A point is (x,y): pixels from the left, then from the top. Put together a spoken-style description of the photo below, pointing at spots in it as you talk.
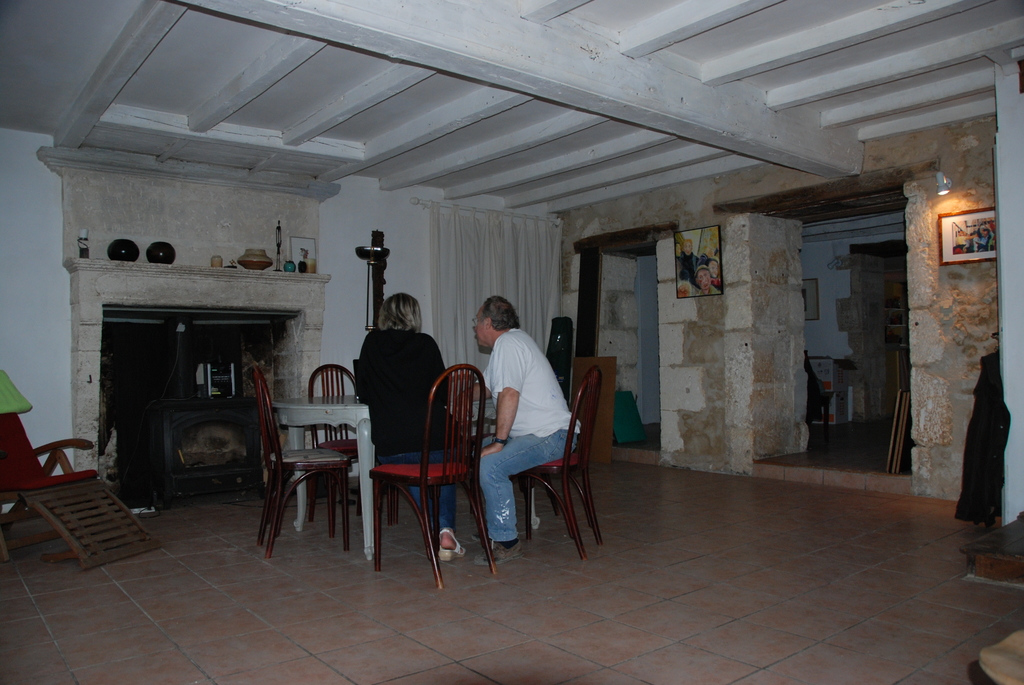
In the image we can see there are two people (421,409) who are sitting on chair (451,463) and there is a table (333,401) which is in white colour and the wall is made up of bricks (955,355) and there is photo frame (971,232) on the wall (949,444). The curtains (554,269) are in white colour.
